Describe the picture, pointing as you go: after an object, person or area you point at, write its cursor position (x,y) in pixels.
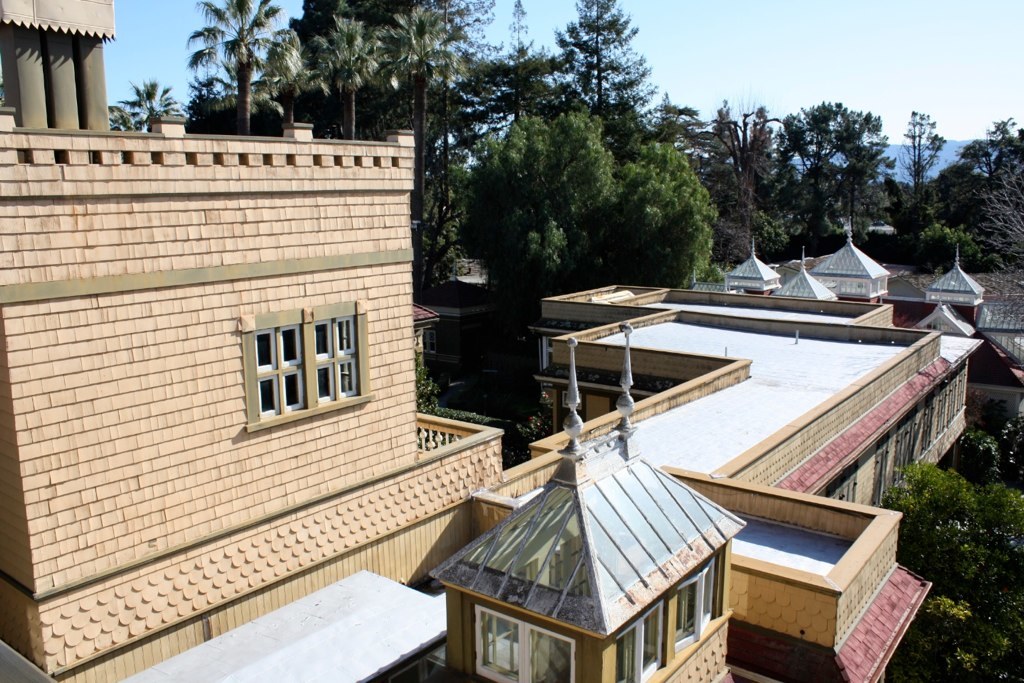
In this image, we can see building (410,352) and some trees (673,231). There is a sky (791,21) at the top of the image (689,38).
